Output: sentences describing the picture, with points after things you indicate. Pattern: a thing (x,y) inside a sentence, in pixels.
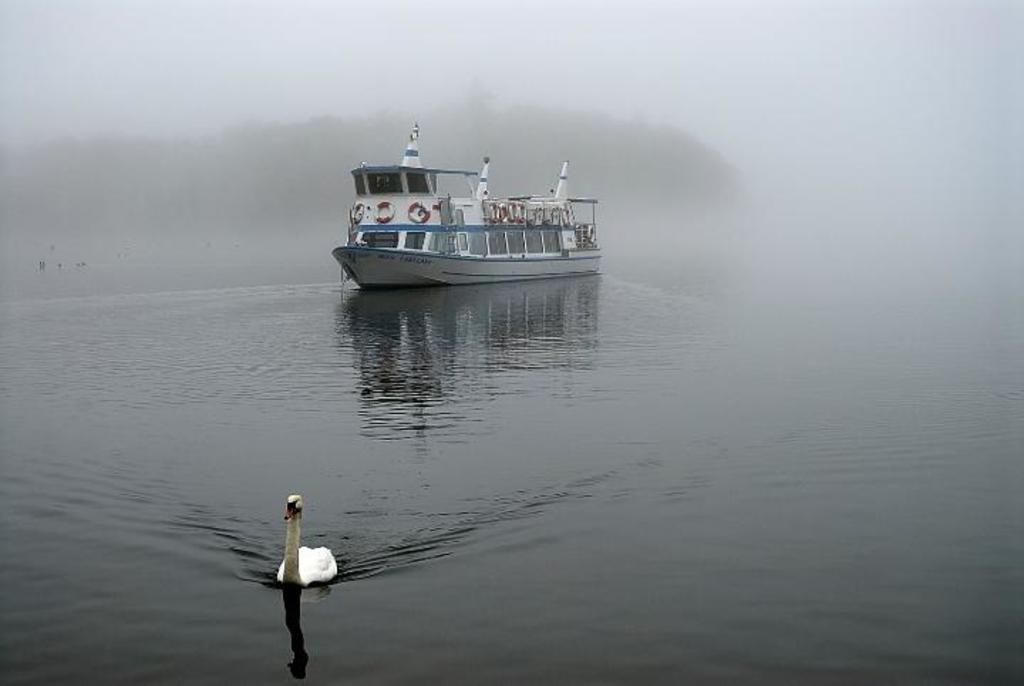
In this image I can see the water (611,468) and a boat (493,254) which is white and blue in color on the surface of the water (329,514). I can see a bird (296,508) and in the background (764,207) I can see the fog (730,177) and the sky (290,64).
